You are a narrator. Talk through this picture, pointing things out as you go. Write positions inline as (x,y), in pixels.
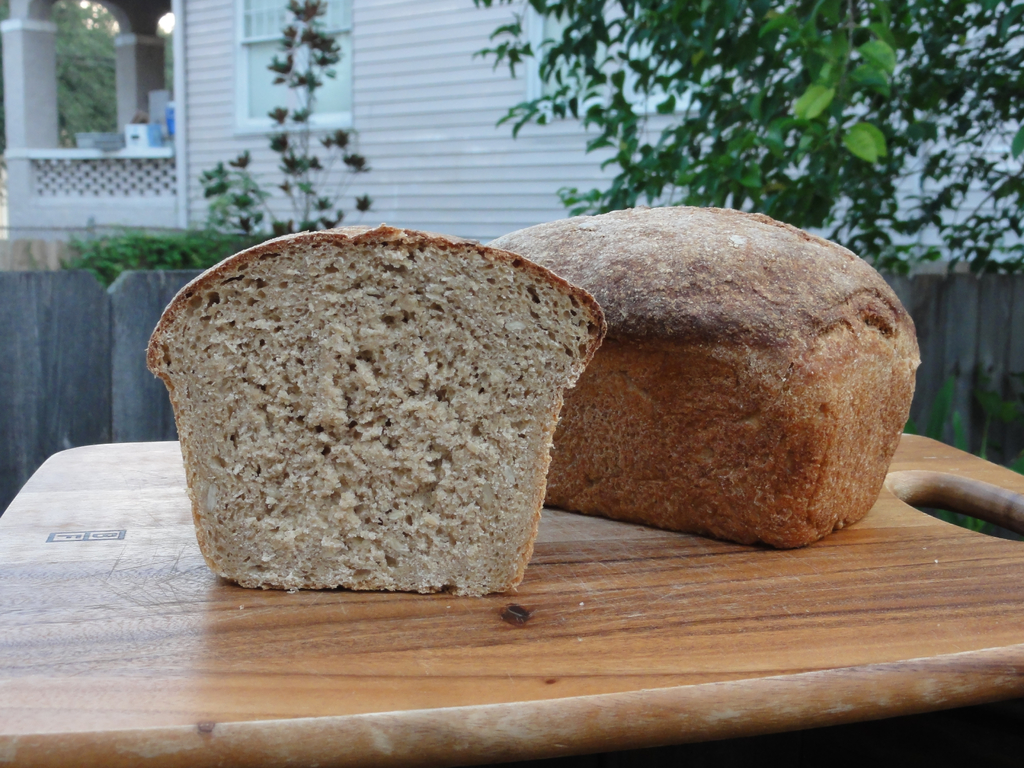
In this image we can see loaves of bread (577,410) placed on the chopping board (543,607). In the background (538,178) we can see porch (133,76), windows (343,107), building (351,172), trees (94,69), bushes (94,243) and sky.
